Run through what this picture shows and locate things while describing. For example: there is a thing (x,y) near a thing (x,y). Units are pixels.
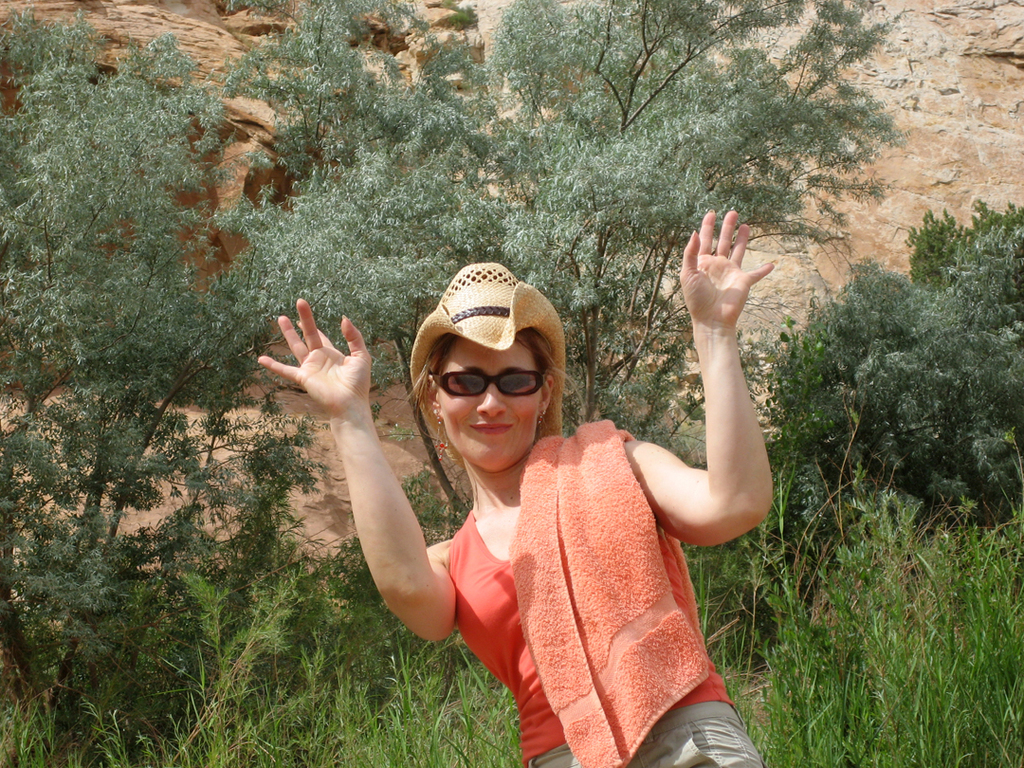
In this picture we can observe a woman (453,608). She is wearing an orange color T shirt (498,609) and a towel (619,544). She is wearing a cream color hat (501,299) and black color spectacles (471,377) and smiling. In the background (358,227) we can observe some trees (561,160) and grass (457,683) on the ground (361,686).
